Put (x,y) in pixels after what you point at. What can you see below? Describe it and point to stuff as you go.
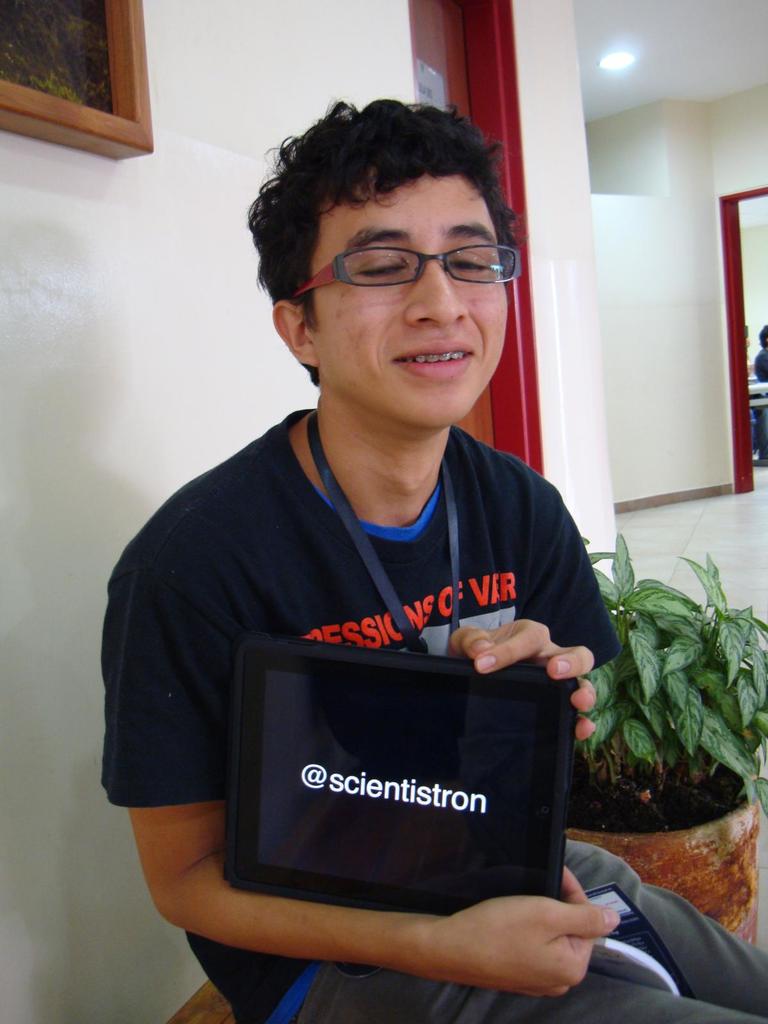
This is the man (568,673) sitting and holding a tablet (484,798) in his hand (582,735). He wore a T-shirt (394,551), spectacle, tag (346,524) and trouser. This looks like a flower pot (707,827) with a plant (714,694) in it. I think this is a door (482,77). At the top left side of the image (37,69), that looks like a frame (97,86), which is attached to the wall (180,53). Here is the ceiling light (630,62), which is attached to the ceiling (645,56). This is the text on the tablet (464,808).
